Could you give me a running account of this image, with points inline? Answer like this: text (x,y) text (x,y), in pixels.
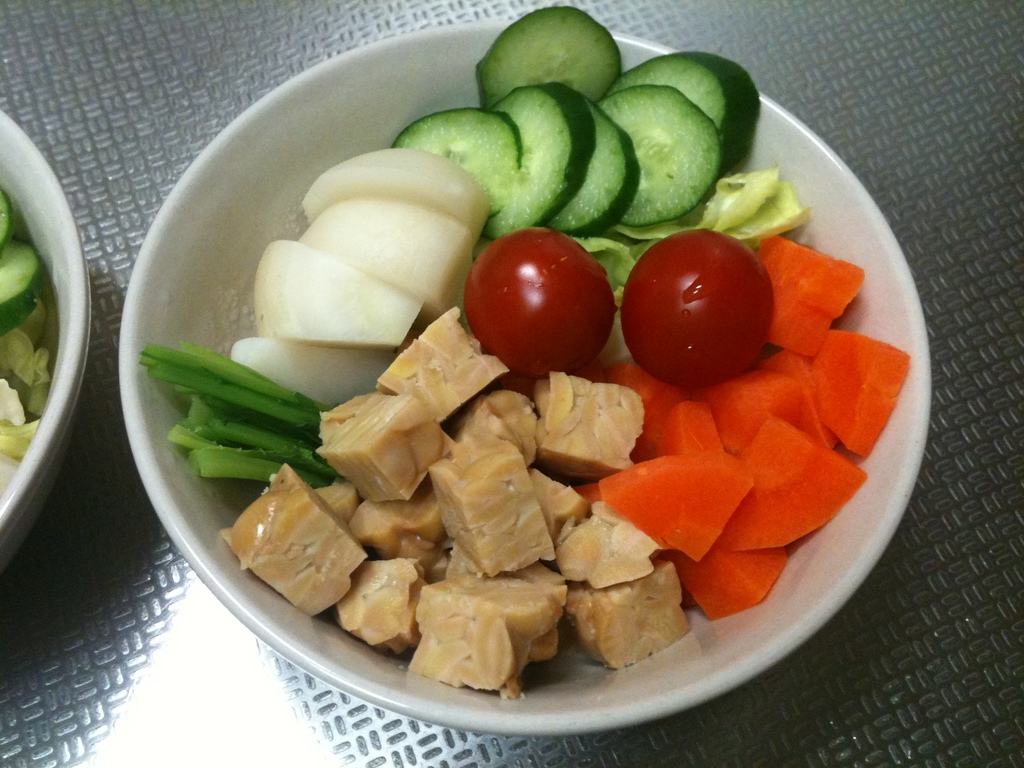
In this picture there are vegetables (377,345) in the bowls (273,156) and the bowls (137,307) are in white color. At the bottom (1019,566) there is a metal floor (980,268).
